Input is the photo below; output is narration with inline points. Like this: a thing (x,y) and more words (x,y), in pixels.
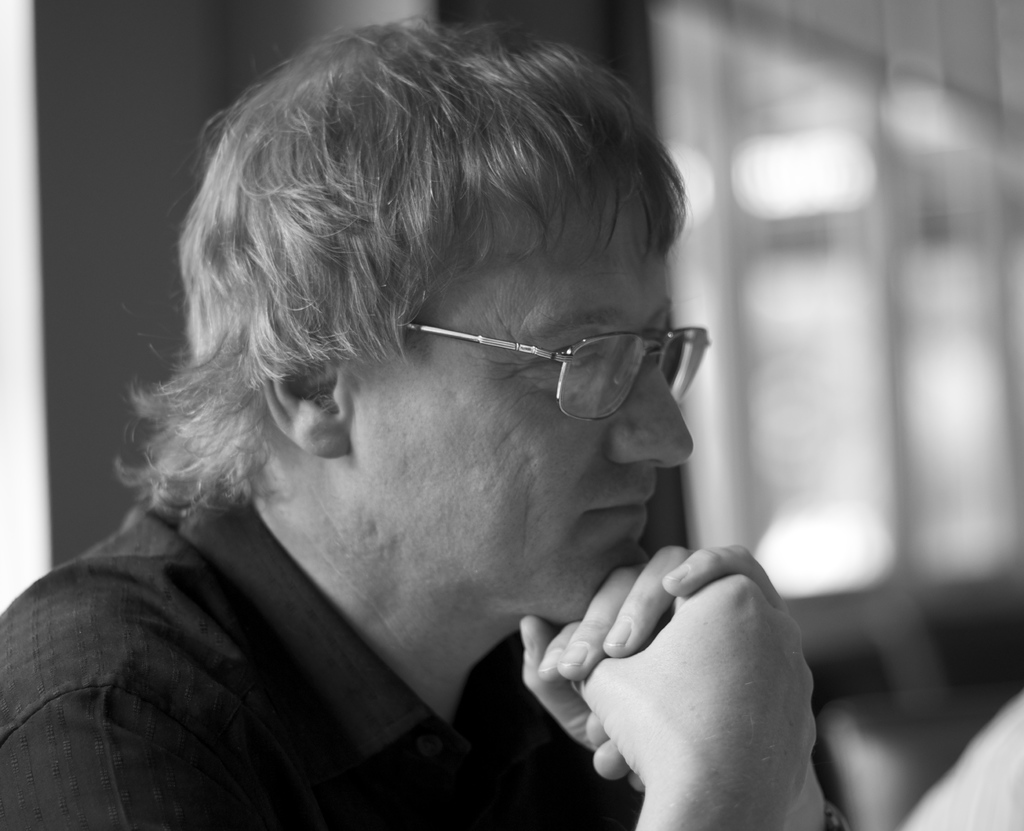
This is a black and white pic. We can see a man (280,543) and he has goggles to his eyes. In the background (182,231) the image is blur but we can see wall (139,132), windows (679,279) and objects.
